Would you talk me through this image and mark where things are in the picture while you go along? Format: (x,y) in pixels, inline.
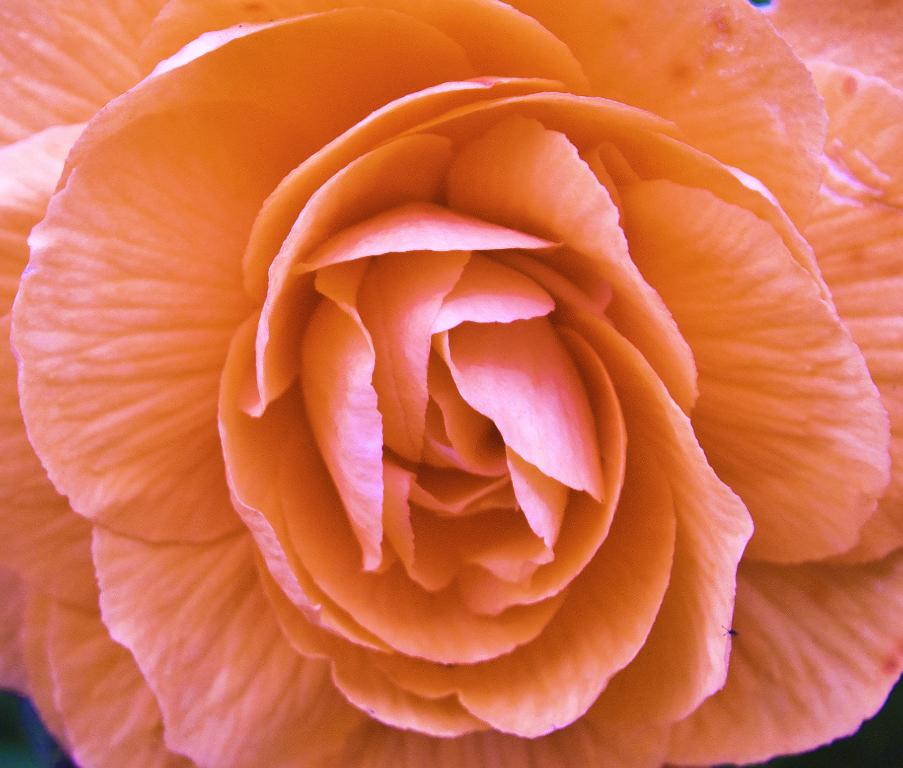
In the picture I can see a flower (353,119) which is in light orange color.
